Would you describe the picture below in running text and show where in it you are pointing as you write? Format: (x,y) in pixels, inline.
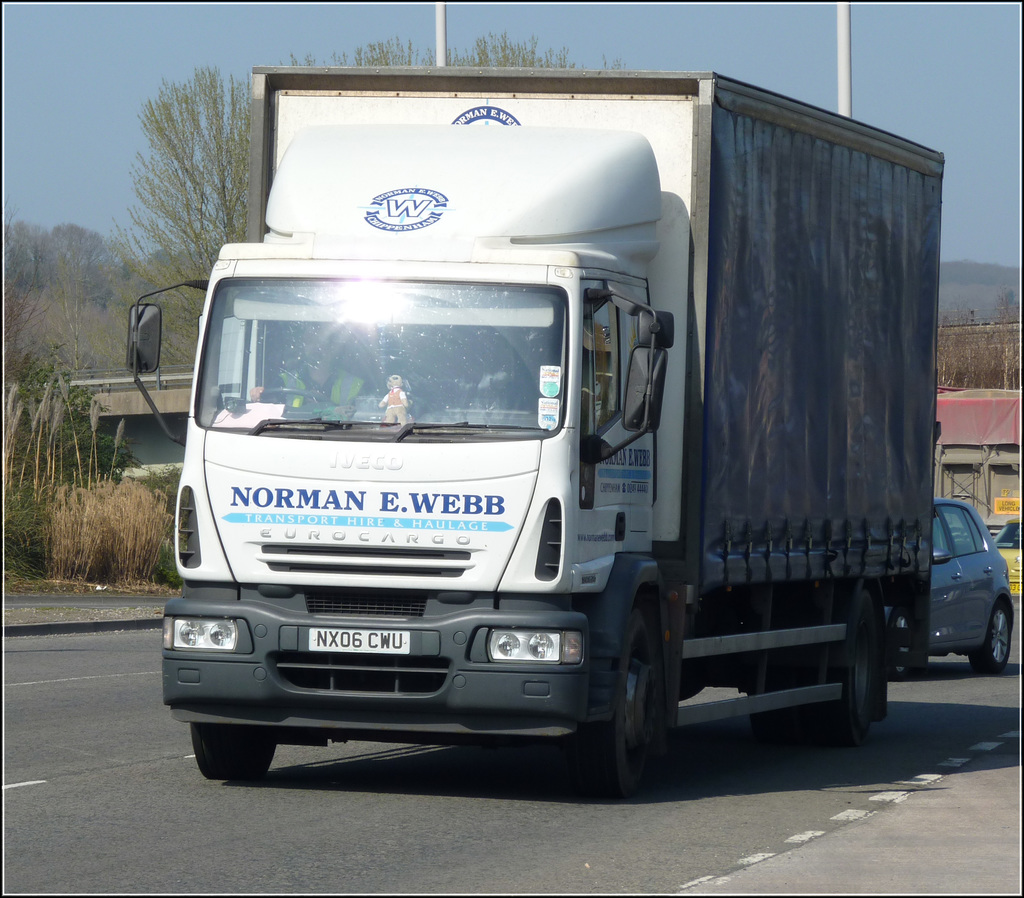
In the image I can see a truck (667,460) on the road (926,854) and behind there are some other cars (1013,537) and around there are some trees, plants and some other things (188,371).
